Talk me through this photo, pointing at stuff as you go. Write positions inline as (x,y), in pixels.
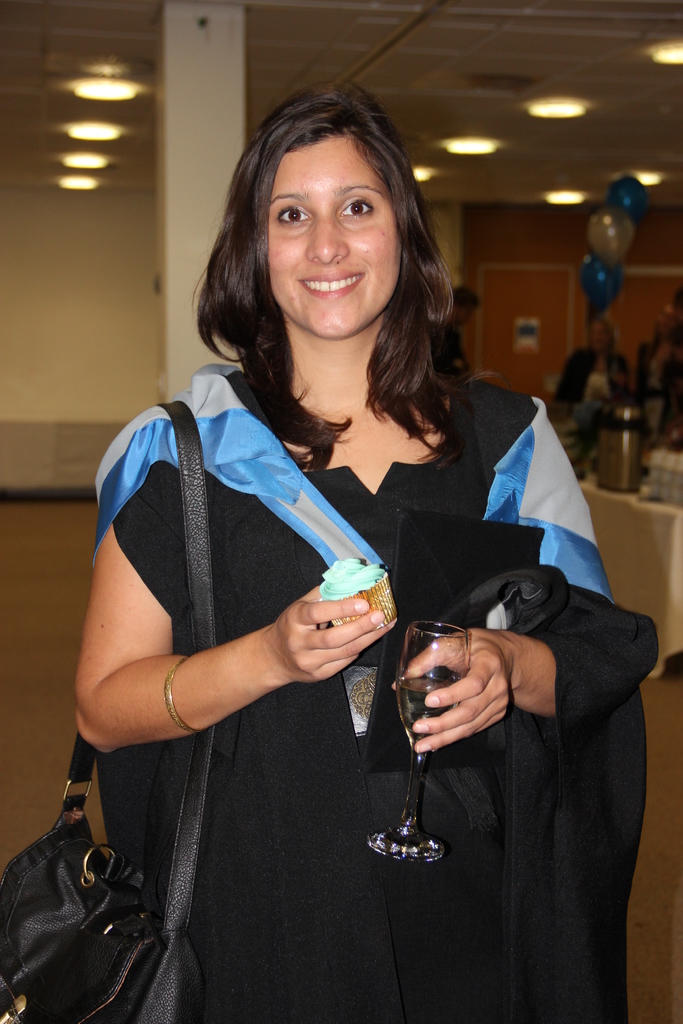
In the image we can see there is a women (253,304) who is standing in front of the image and she is holding a wine glass (413,757) and a cupcake (358,616) in a hand (347,613) and she is carrying a purse (181,436) and behind her there is a pillar (208,140) which is in white colour and on the other side there are balloons (605,262) which are tied to a flask (628,441) and there are people (593,373) at the back (640,379).
